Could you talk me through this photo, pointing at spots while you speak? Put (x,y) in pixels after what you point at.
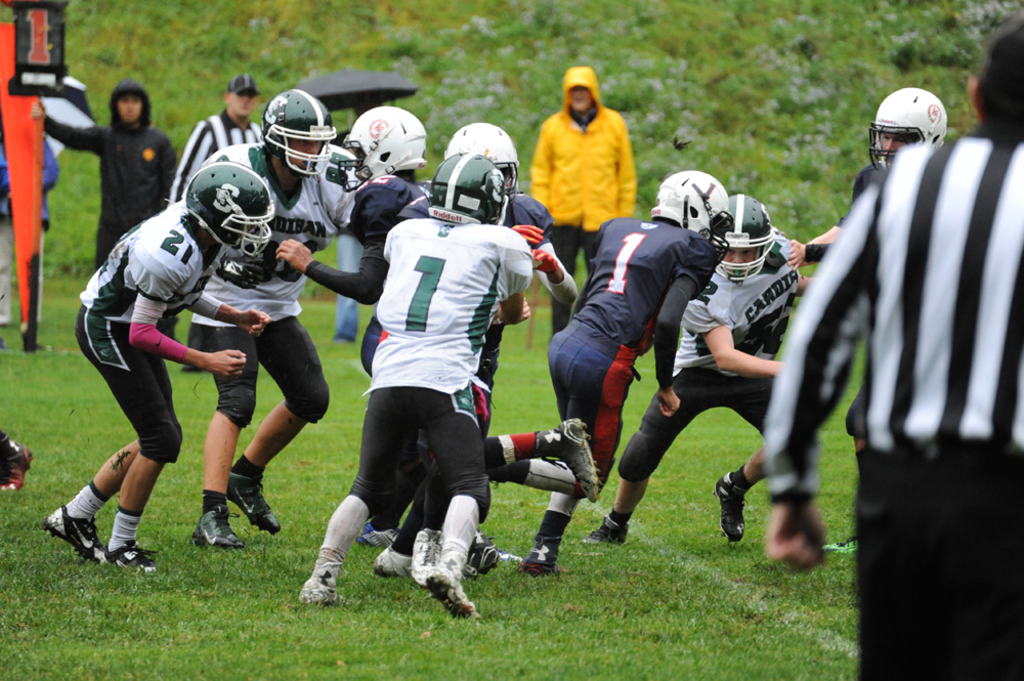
In this image I can see group of people (297,132) playing game. The person (436,310) in front (420,308) wearing white shirt (431,317), black color pant (476,424), background (541,86) I can see few other persons (553,126) standing and grass (539,69) in green color.
